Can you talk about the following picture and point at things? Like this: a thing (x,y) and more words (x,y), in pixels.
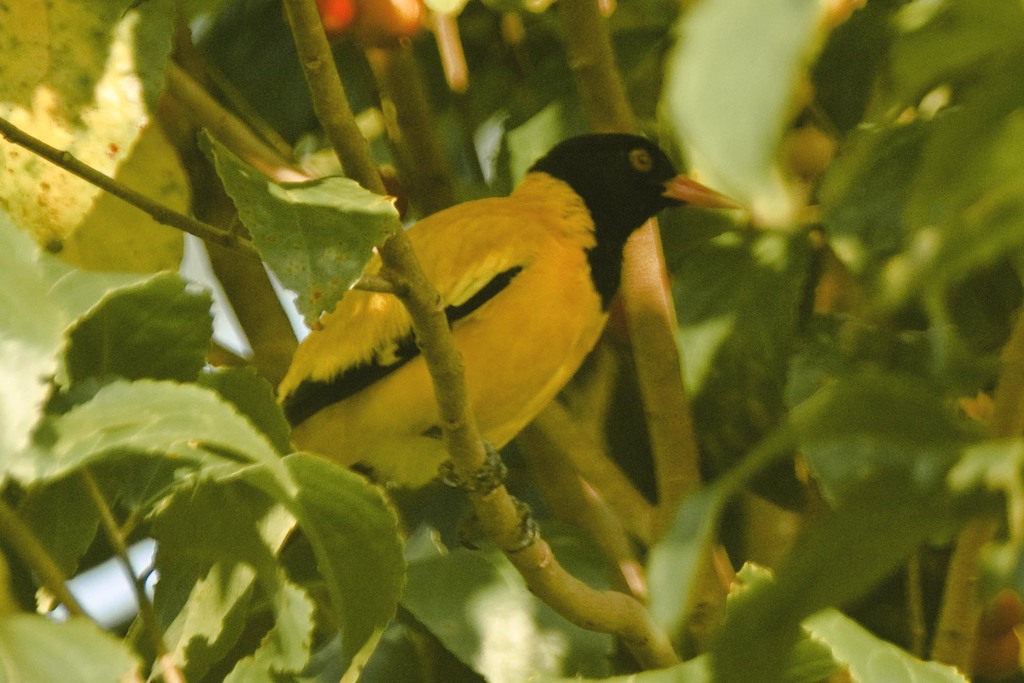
In this picture we can see green leaves (510,609), stems (567,573) and we can see bird (619,224) in yellow and black color.
